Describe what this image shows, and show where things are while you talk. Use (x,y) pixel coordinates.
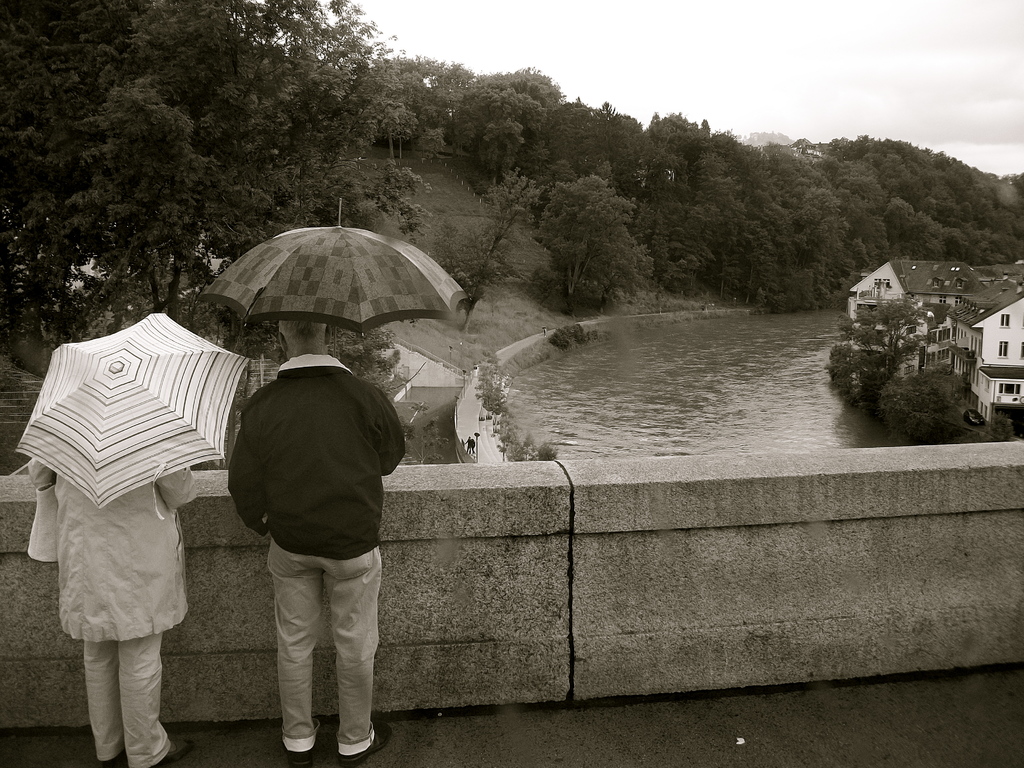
In this picture I can see 2 persons (331,471) standing in front (309,522) and I see that they're holding umbrellas (255,288) and I can see the wall (396,498) in front of them. In the middle of this picture (555,277) I can see number of trees (600,226), few buildings (875,278) and the water (811,414). In the background (680,86) I can see the sky (491,66).
